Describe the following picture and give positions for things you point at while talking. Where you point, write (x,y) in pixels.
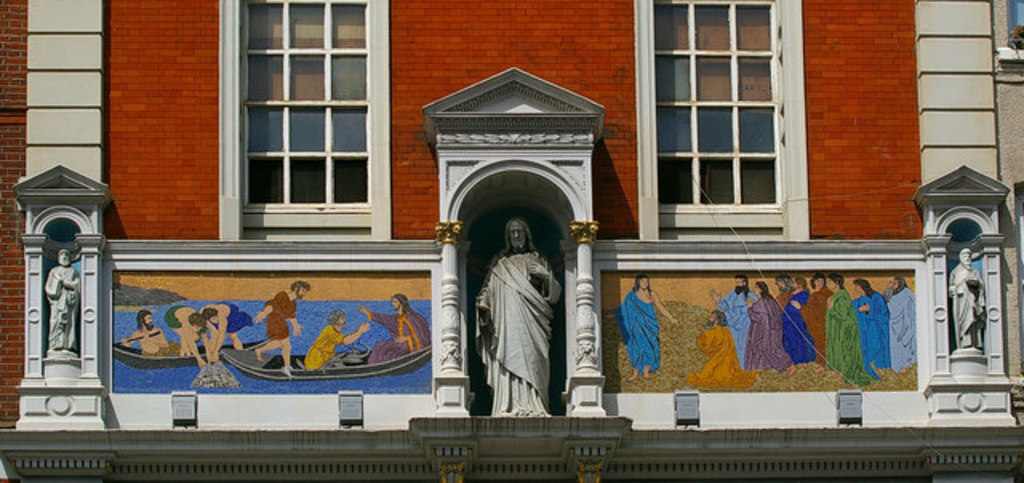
In this picture we can see a building (563,20) with windows (300,83), here we can see statues (509,241) and wall (3,171) with a painting (868,369) on it.
